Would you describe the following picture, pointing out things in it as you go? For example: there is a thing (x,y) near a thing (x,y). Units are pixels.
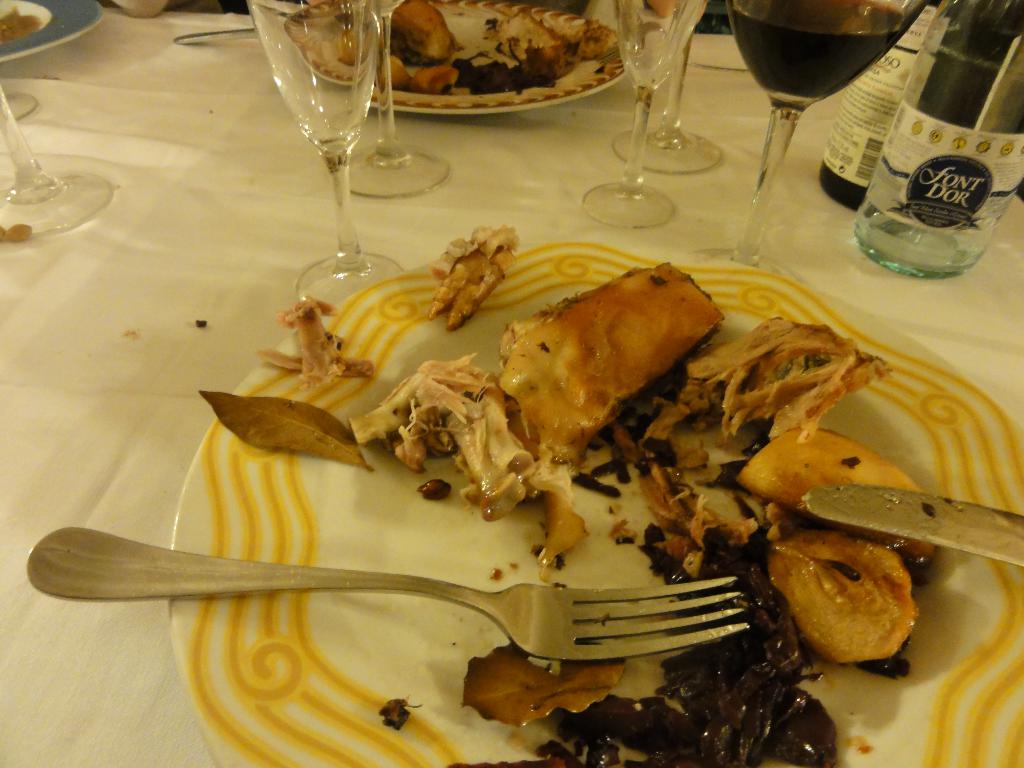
This image consists of plate (369,544), glasses (787,156), bottle (935,177), fork (653,625), knife (839,497). On the plate (394,333) there are eatables (571,541).
